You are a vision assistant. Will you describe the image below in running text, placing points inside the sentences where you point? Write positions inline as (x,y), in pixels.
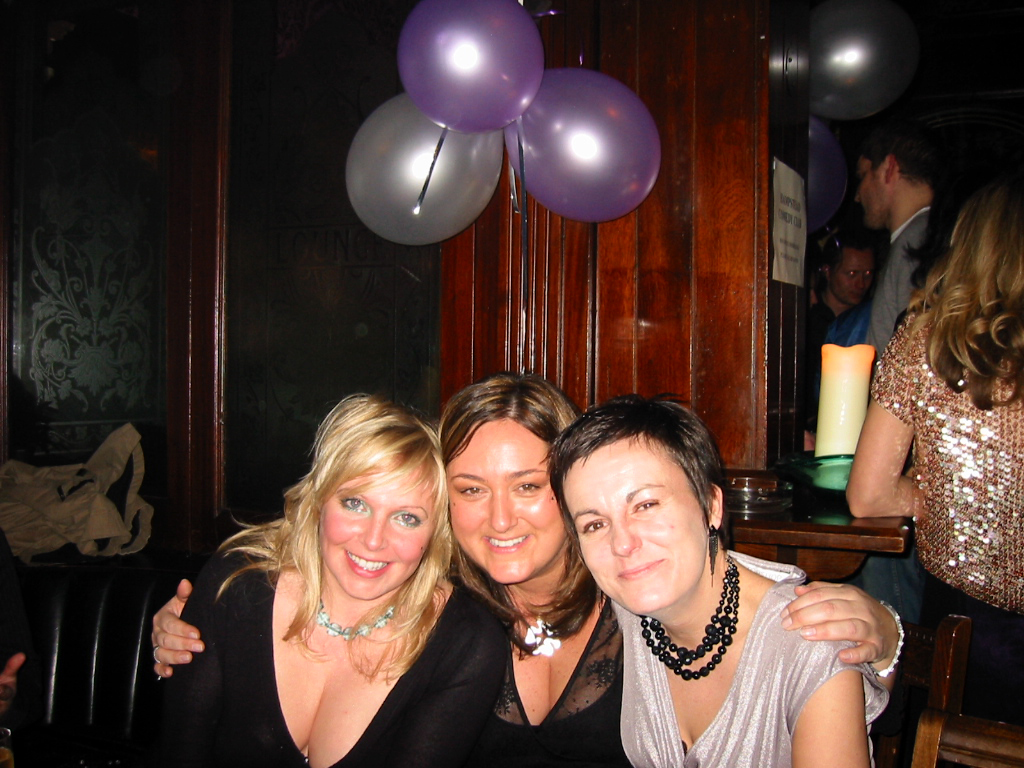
At the bottom of the image (432,698), we can see three women (475,642) are sitting side by side. They are watching and smiling. On the right side (896,423), we can see few people (886,455), table (836,517) and some objects (941,727). Background (542,280) we can see glass wooden object (496,343), poster (797,233) and balloons (641,182). Left side of the image (17,491), we can see human hand (6,692) and cloth (102,491).
